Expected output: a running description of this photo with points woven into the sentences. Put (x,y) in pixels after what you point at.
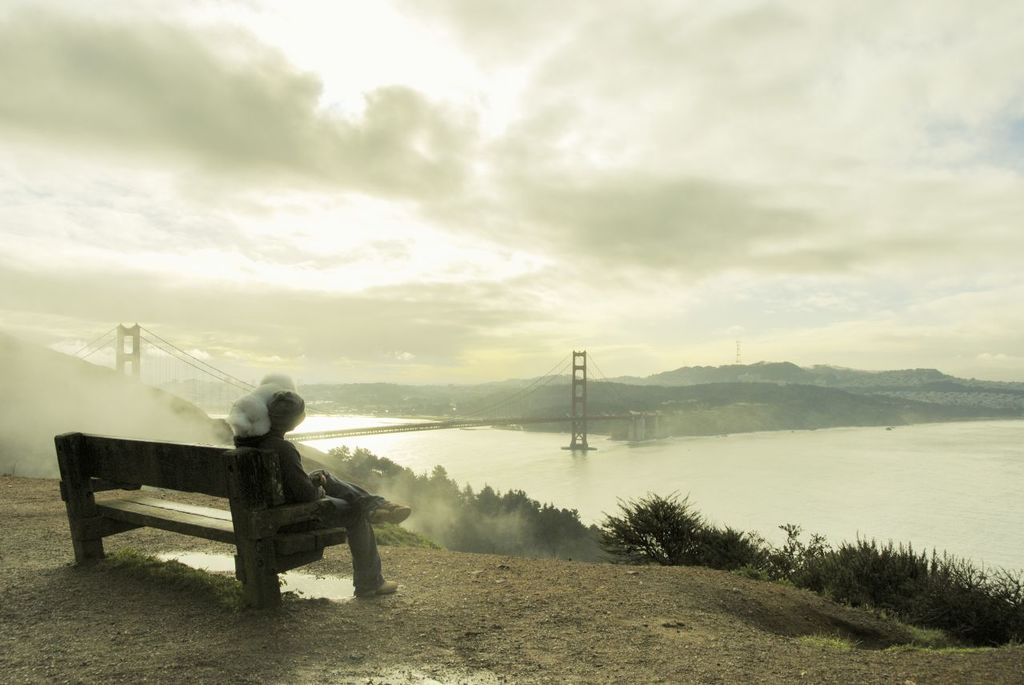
In this picture there is a person (382,497) sitting in a bench (263,496) near the plants (372,486) and at the back ground (615,430) we have a bridge (565,417), beach (712,438), mountains (940,393), sky (631,202) covered with the clouds (622,236).
